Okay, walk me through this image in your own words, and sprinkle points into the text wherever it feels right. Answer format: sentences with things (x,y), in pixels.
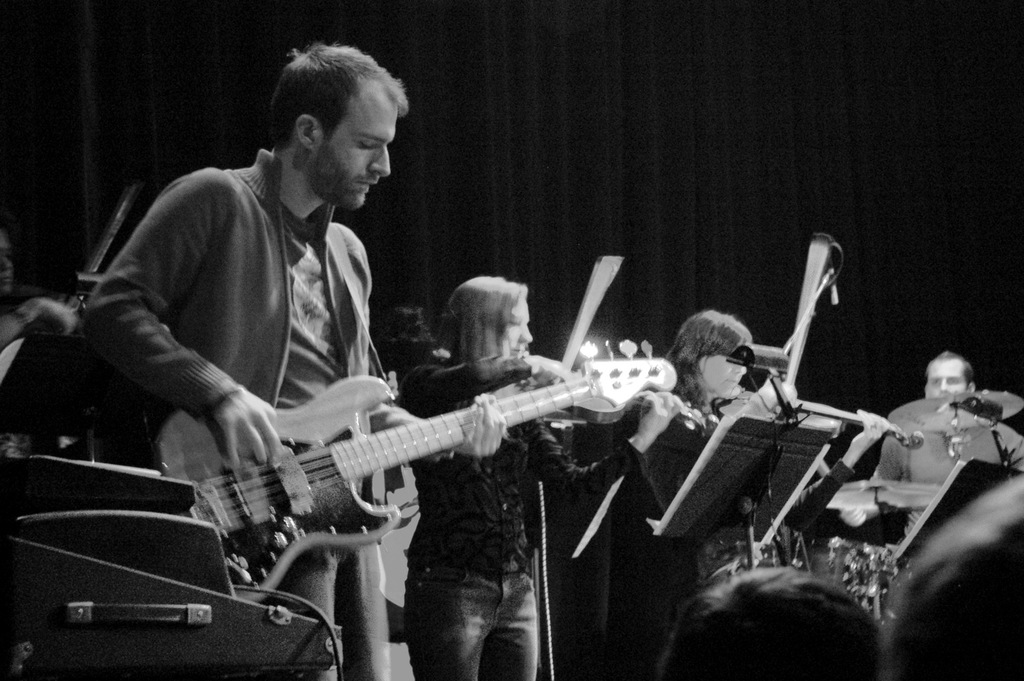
In the image we can see there are people (499,484) who are standing and holding guitar (196,423) in their hand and other musical instruments (836,416) and the image is in black and white colour.
